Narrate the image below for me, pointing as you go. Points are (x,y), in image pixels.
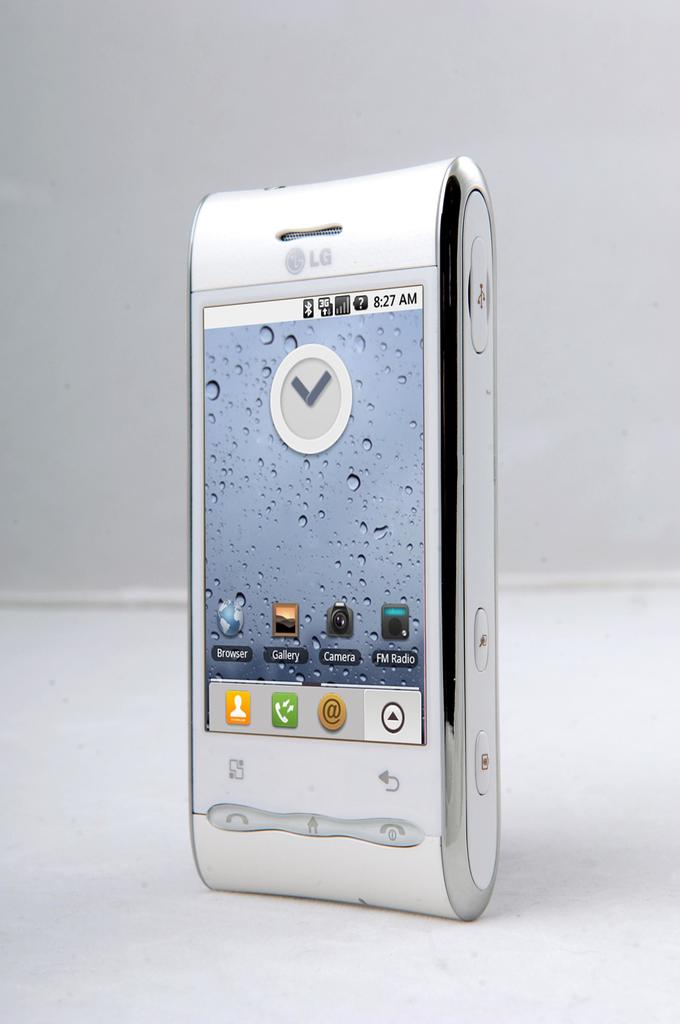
In this image there is a mobile (315,581) on a surface (537,683), in the background (616,547) there is a wall (160,155).
